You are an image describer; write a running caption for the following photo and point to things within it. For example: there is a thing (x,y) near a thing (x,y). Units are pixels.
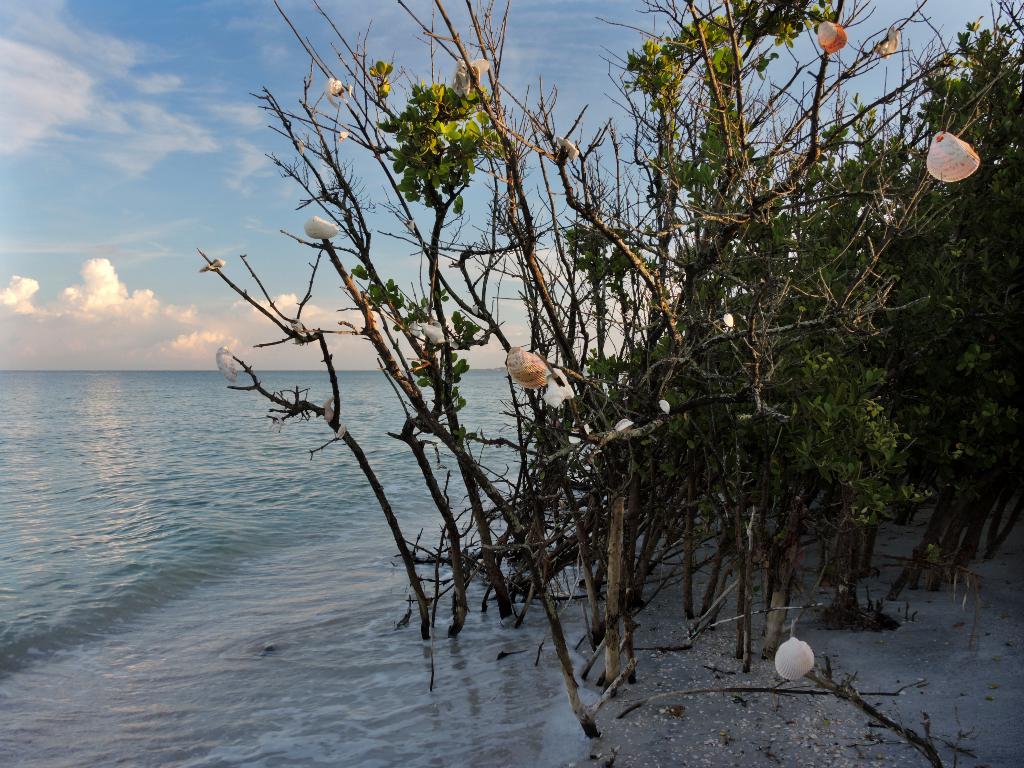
In this image, we can see a beach (679,663). There are plants (817,365) on the right side of the image (905,452). There are clouds (90,280) in the sky (570,64).
